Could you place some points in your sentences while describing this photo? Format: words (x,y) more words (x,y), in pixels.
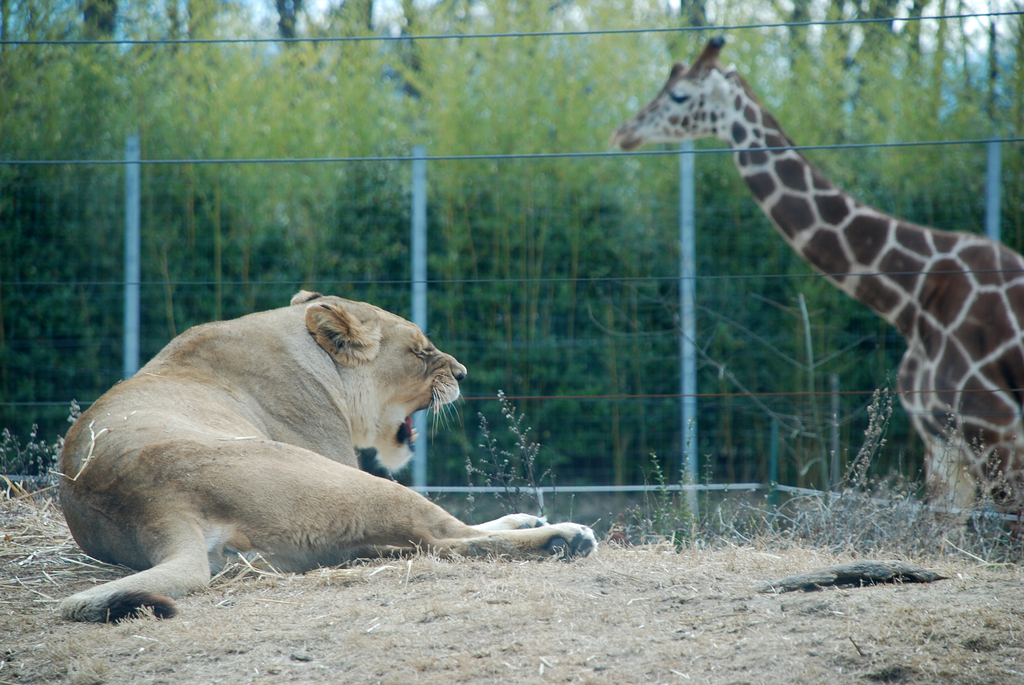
In this picture, we see a lion (163,428) and it is roaring. At the bottom (615,608), we see the grass (854,620) and the twigs (30,524). Behind that, we see a fence (500,280). Behind that, we see a giraffe (806,201). There are trees (517,116) in the background (805,106). This picture might be clicked in a zoo.
